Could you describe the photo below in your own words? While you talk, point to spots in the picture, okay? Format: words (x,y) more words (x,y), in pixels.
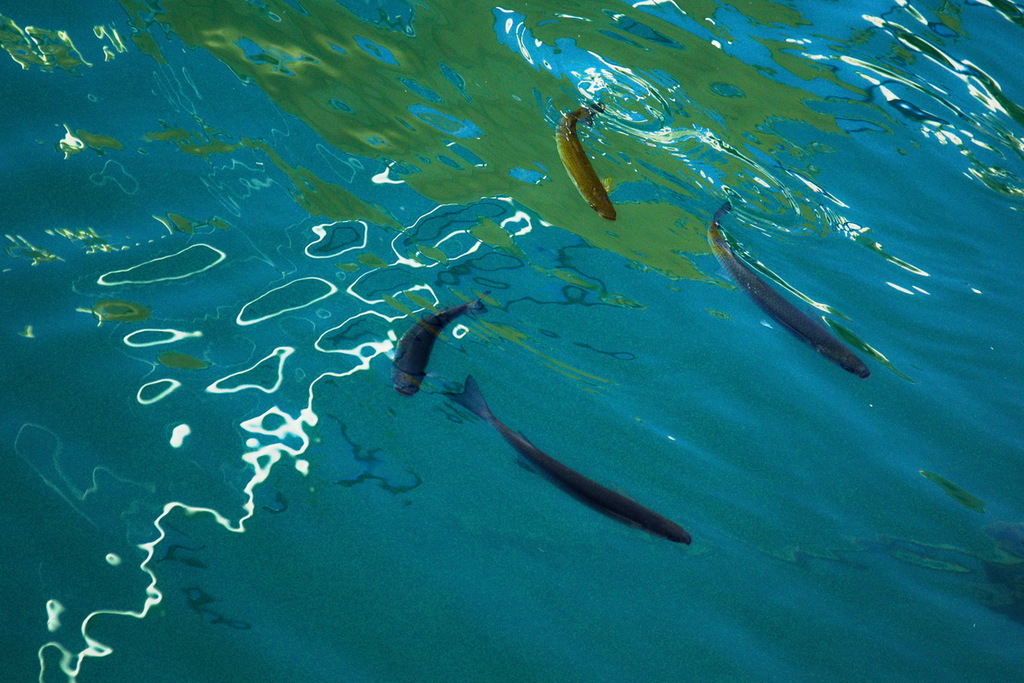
In the image we can see water (142,364), in the water (366,260) there are some fishes (573,124).
